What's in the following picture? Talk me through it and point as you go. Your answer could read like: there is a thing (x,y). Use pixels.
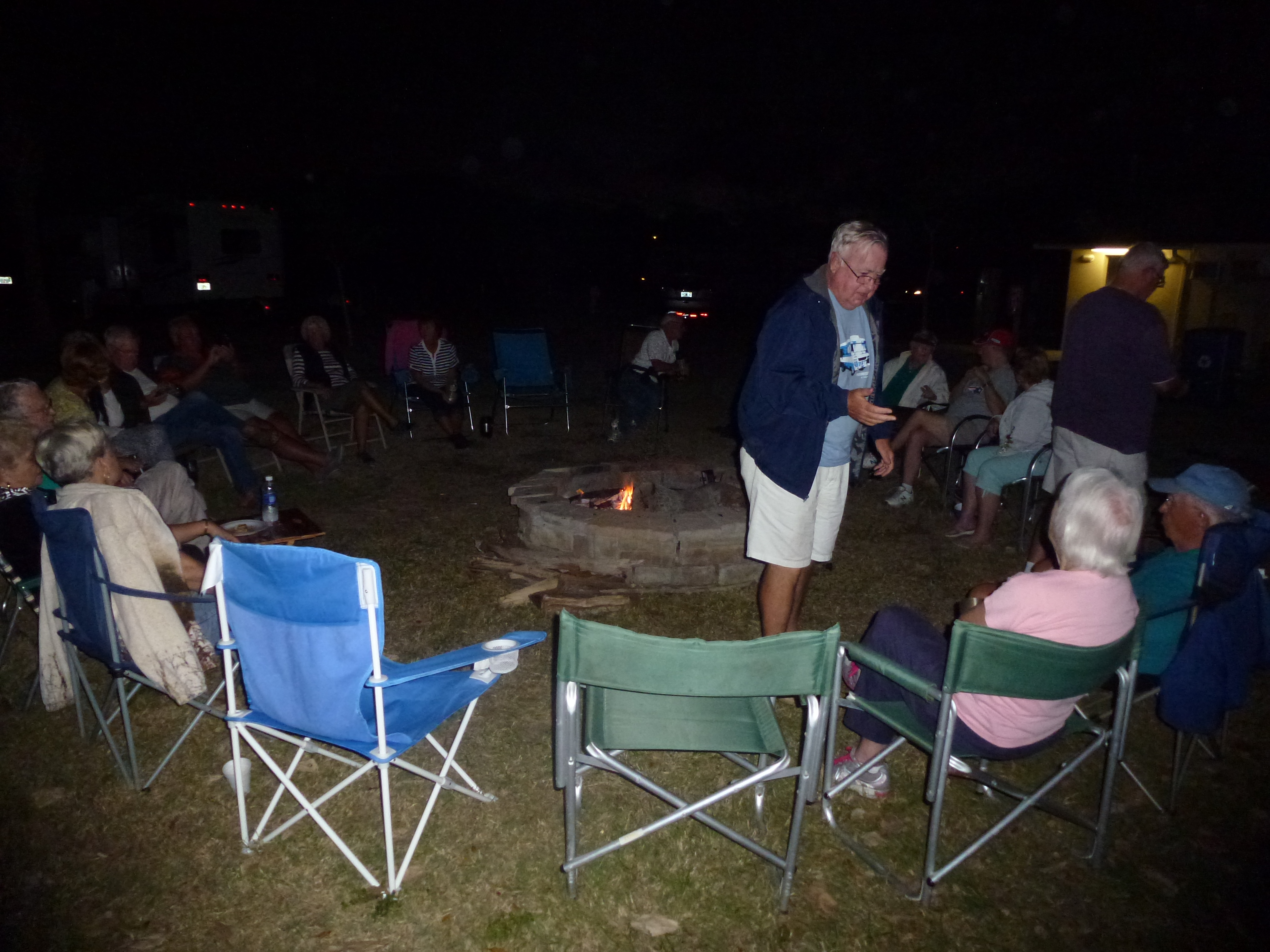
This image is taken in outdoors. There are few people (429,360) sitting on the chairs (987,412) in this image and few are standing. In the image there are some empty chairs (249,648) and at the bottom of the image (396,909) there is a grass (443,886) on the ground (101,822). In the left side of the image (110,461) few people (119,525) are sitting on the chairs (83,530). In the background (1080,258) there is a room (1115,252) with lights (1105,255) in it.
